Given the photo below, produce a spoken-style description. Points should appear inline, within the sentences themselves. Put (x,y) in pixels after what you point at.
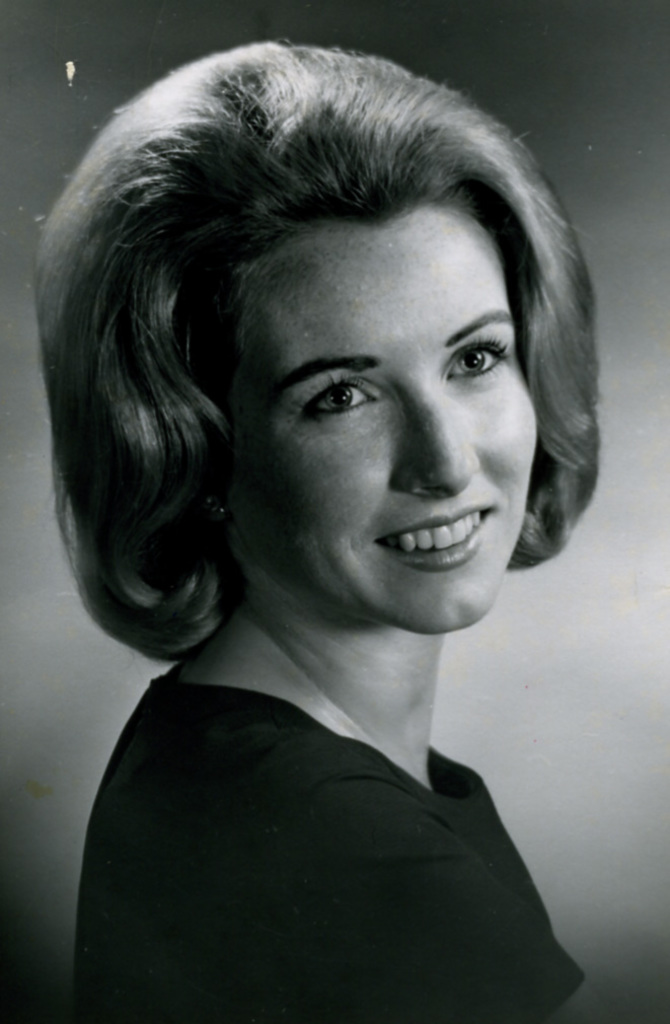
This is a black and white image. In this image we can see a lady (320,524) smiling. In the back (497,704) there is a wall (15,789).
